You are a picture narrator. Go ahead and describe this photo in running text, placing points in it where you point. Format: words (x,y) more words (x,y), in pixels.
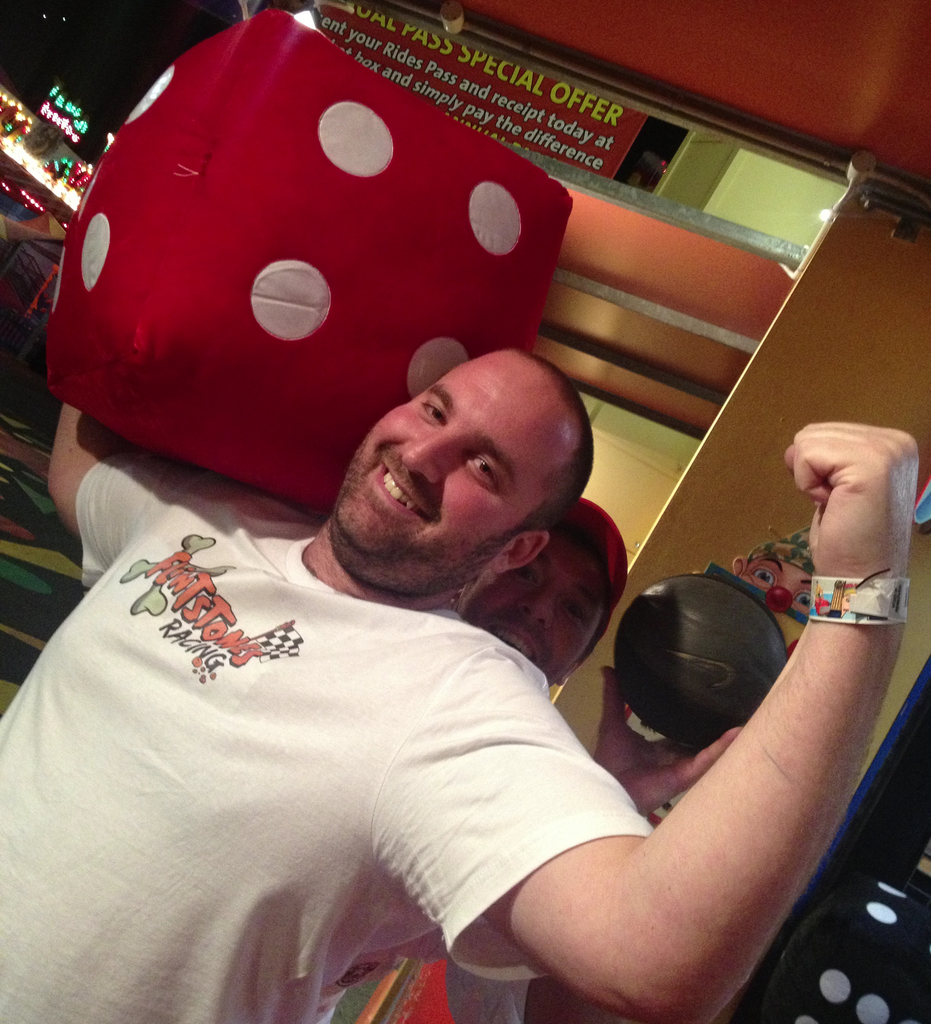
In this picture I can see some buildings (28,241) and a board (468,106) with some text (480,93) and we see couple of men (313,685) standing and a man (344,494) holding a dice shape object (269,289) and another man (577,552) holding a ball (714,663) and I can see lights (58,122) to the building (72,162).
